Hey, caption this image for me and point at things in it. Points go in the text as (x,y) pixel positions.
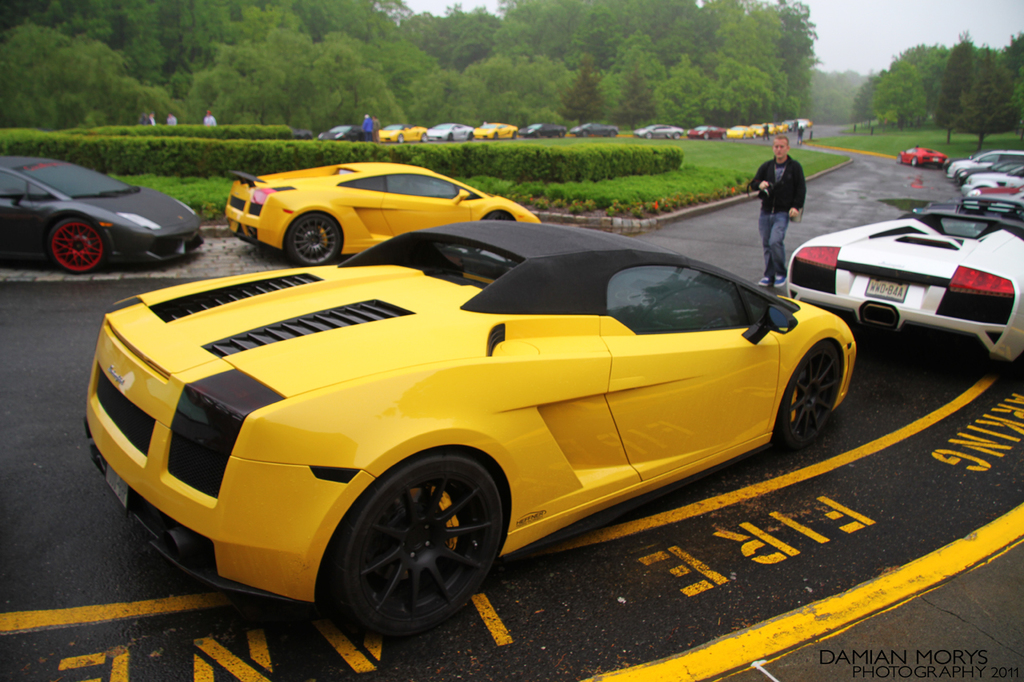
In this image I can see a beautiful yellow color car (511,404) on the road (733,219). On the right side (768,251) a man (779,244) is walking on the road (749,258). He wore black color coat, there are few other color cars (863,266) on this road (797,512) in the middle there are bushes (389,151) at the back side (428,41) there are trees (509,58).
